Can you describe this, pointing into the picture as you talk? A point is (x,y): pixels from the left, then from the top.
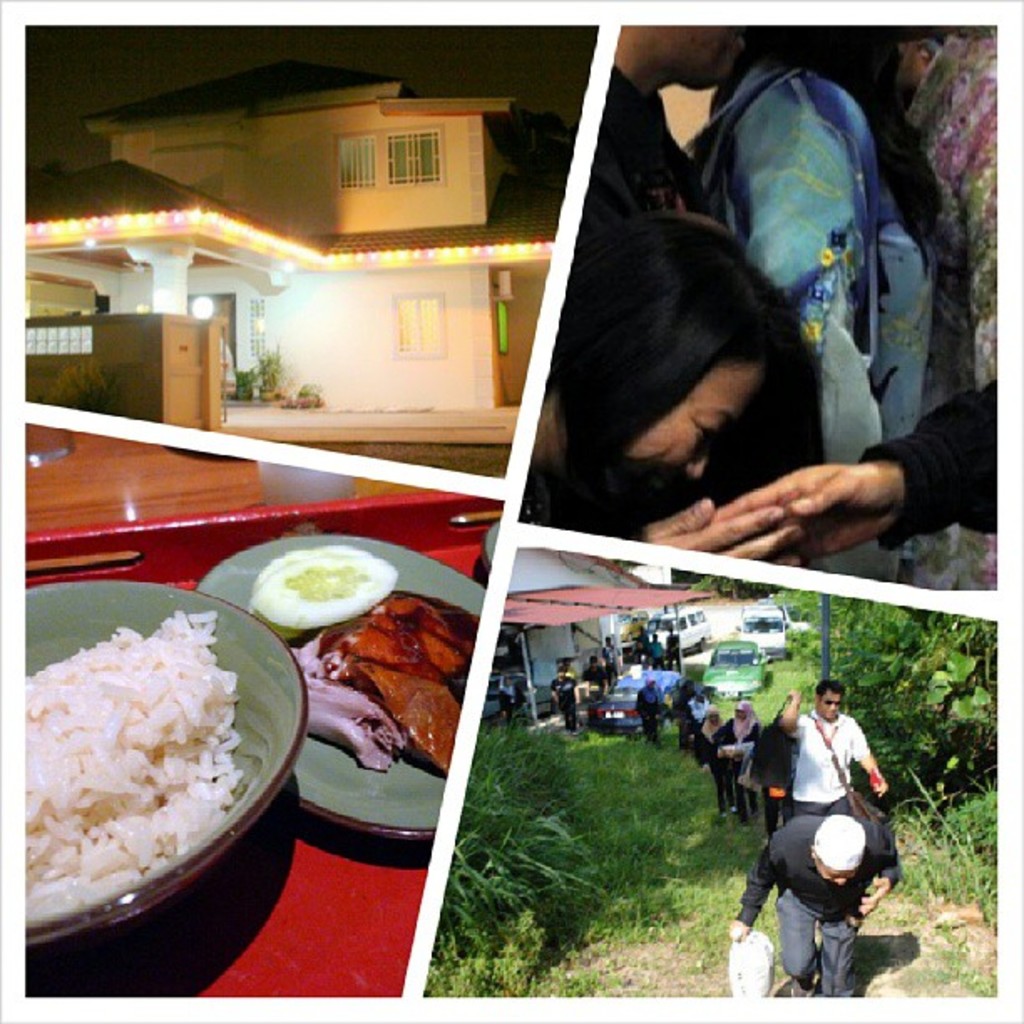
This is a collage picture and in this picture we can see buildings (491,303), windows (395,136), lights (466,253), vehicles (741,648), grass (776,667), plants (881,639), food items (225,726), bowl (252,684), plate (374,548) and a group of people (619,514) and some objects (533,626).
